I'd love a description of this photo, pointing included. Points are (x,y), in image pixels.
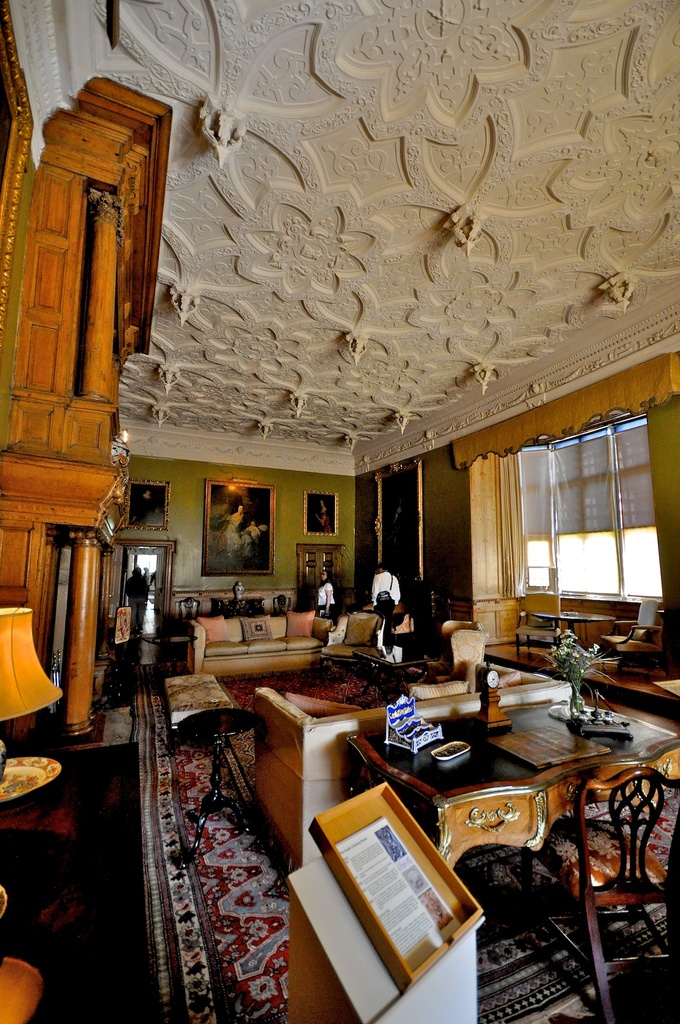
This is the picture of the room (389,377) where we have a sofa (249,650) and some chairs (613,832) and tables (458,843) and there is a lamp (44,703) to the left side (35,554) and the wooden interior decoration thing (122,308) and to the roof (292,159) we have white color design (395,258) and to the wall (287,498) we have some frames (414,537) and some people (391,592) in the room (462,620).
